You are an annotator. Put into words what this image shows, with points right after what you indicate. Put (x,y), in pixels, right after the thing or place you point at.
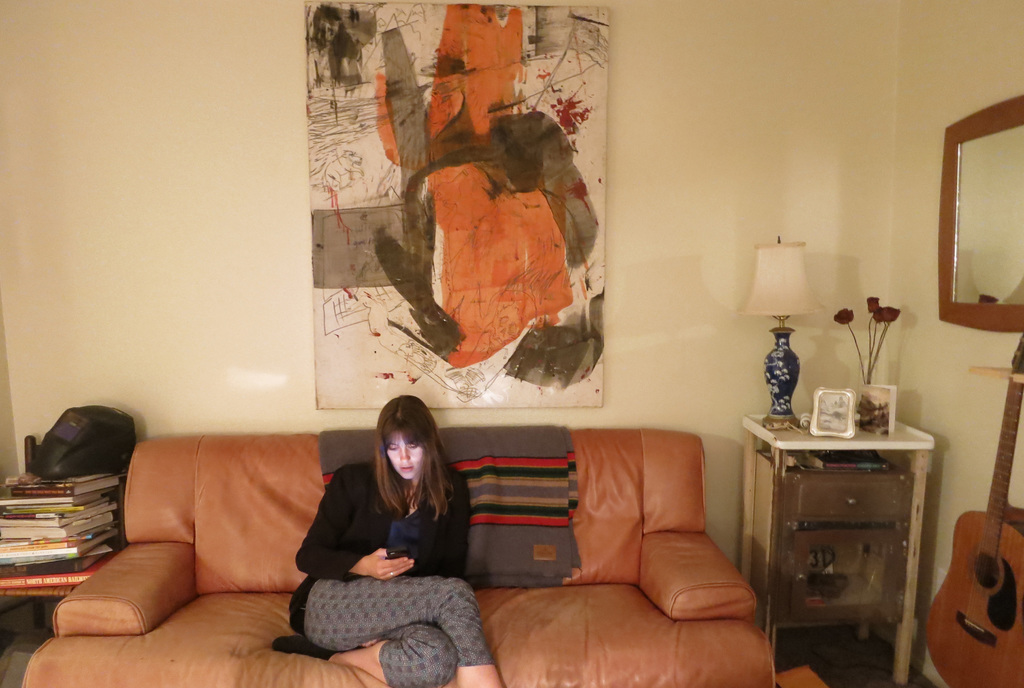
The photo is taken inside a room (234,375). In the middle (407,455) we can see an orange sofa (513,631) on that a lady (377,544) is sitting. She is looking at her phone (398,548). In the wall (261,380) which is yellow in color there is a painting (378,215). Beside the sofa (659,474) there is a table (785,446). The table (796,439) has few drawers (830,491). On the table (834,503) there is a lamp (787,276), photo frame (833,409). a book (876,418). Beside the table (809,436) there is a mirror (982,147) hanging on the wall (937,307). In the right corner (984,578) there is a guitar (1006,543). In left bottom corner (45,549) we can see few books (69,529) and a helmet (86,451). The lady (316,536) is wearing a black top (340,522) and a grey pant (319,588).
